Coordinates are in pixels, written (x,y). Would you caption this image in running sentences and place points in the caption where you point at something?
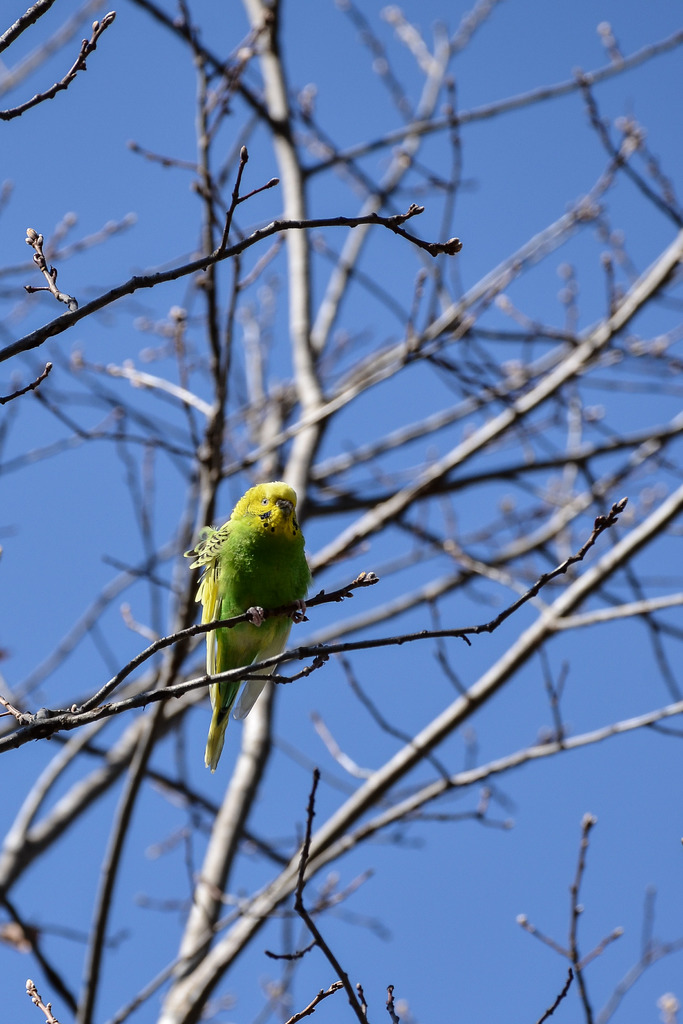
There is a parrot (261,497) on a dry tree (181,615).
